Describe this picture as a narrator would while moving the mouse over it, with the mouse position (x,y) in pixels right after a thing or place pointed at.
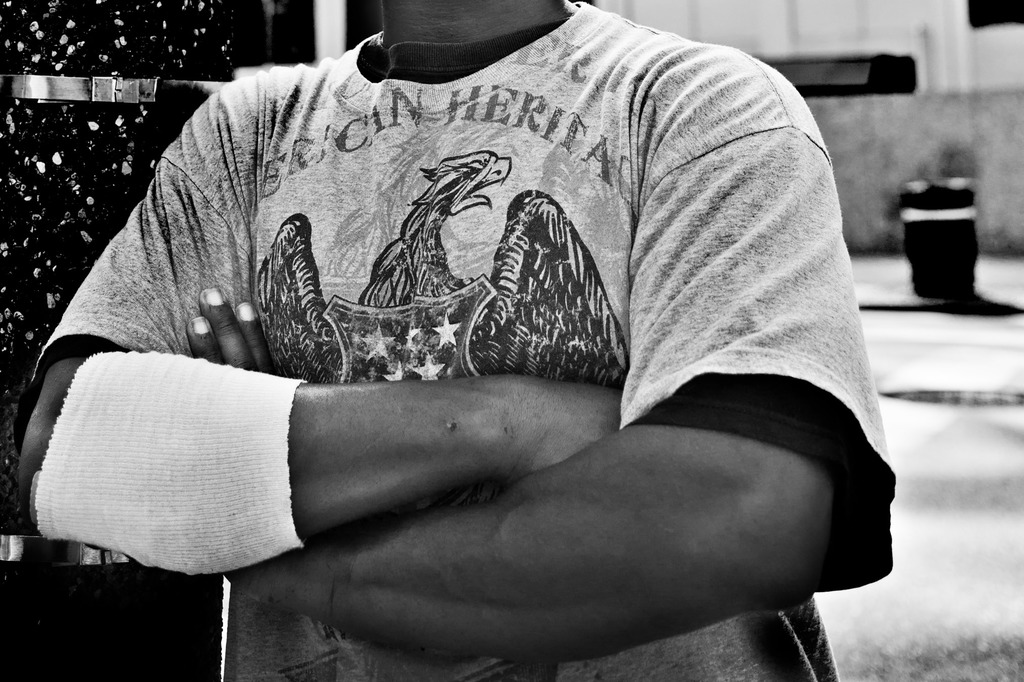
This is the black and white image where we can see a person (321,180) wearing T-shirt (553,337) on which we can see a bird (550,306) and we can see a band (230,413) on the hand (227,433). The background of the image (1000,483) is slightly blurred.
